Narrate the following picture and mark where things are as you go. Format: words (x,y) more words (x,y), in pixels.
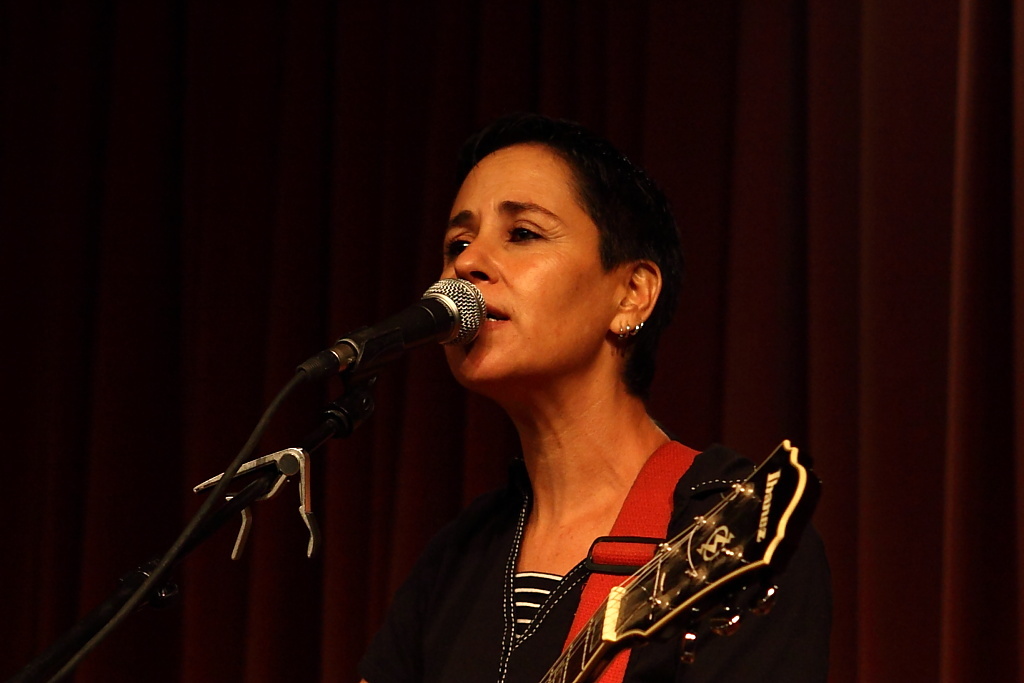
She is singing a song. She is holding a guitar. We can see in background (173,204) dark red color curtain (273,153) and microphone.
